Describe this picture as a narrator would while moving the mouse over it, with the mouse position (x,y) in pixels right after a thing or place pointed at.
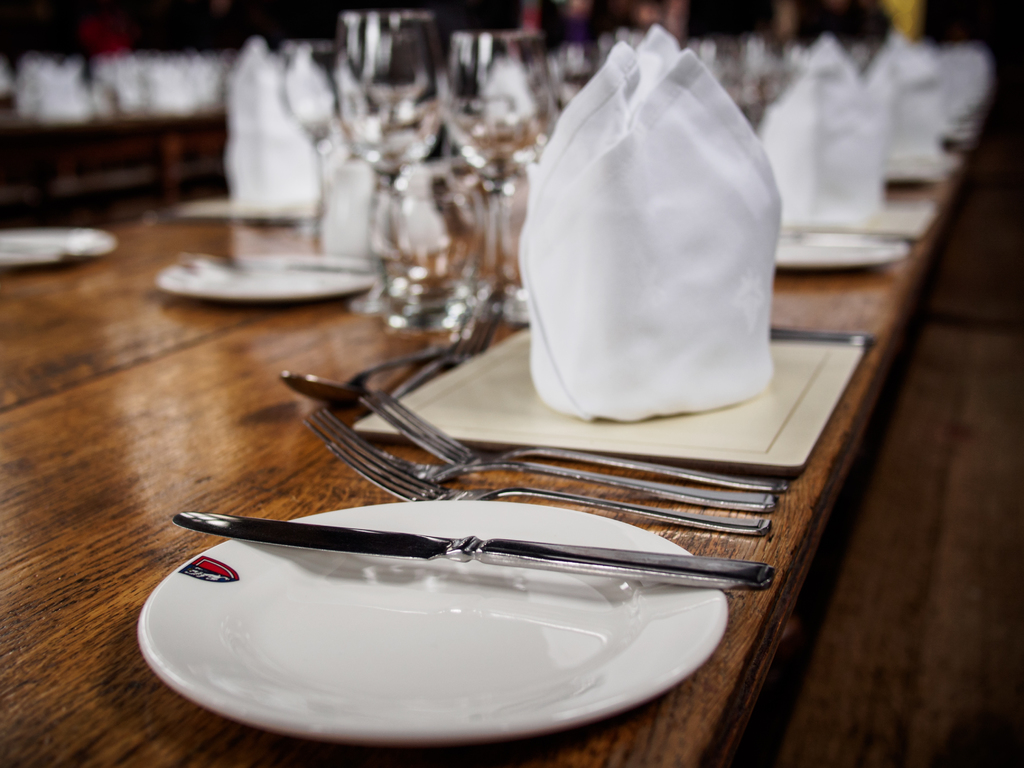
In the center of the image (596,463) there is a table (7,307) on which there are glasses (377,218), tissues (666,333), cloth (679,331), spoons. In the foreground of the image (601,553) there is plate (500,609) on which there is a knife (359,529).
